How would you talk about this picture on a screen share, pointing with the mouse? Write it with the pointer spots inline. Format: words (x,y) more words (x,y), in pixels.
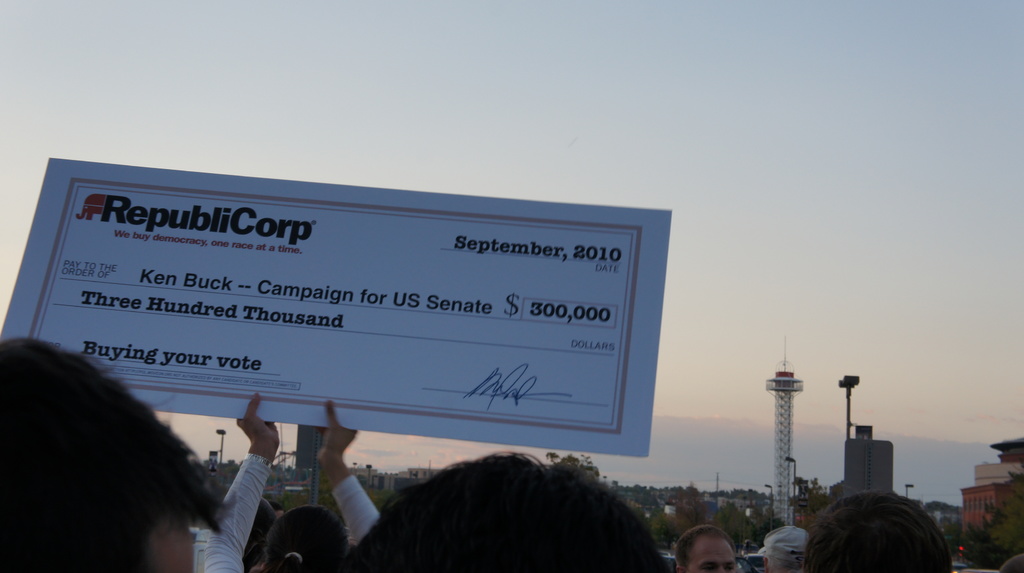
In this image I can see one person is holding the board (358,329) and something is written on it. I can see few buildings (978,485), trees (775,519), poles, metal tower (781,502) and few people (681,540). The sky (668,122) is in blue and white color.
